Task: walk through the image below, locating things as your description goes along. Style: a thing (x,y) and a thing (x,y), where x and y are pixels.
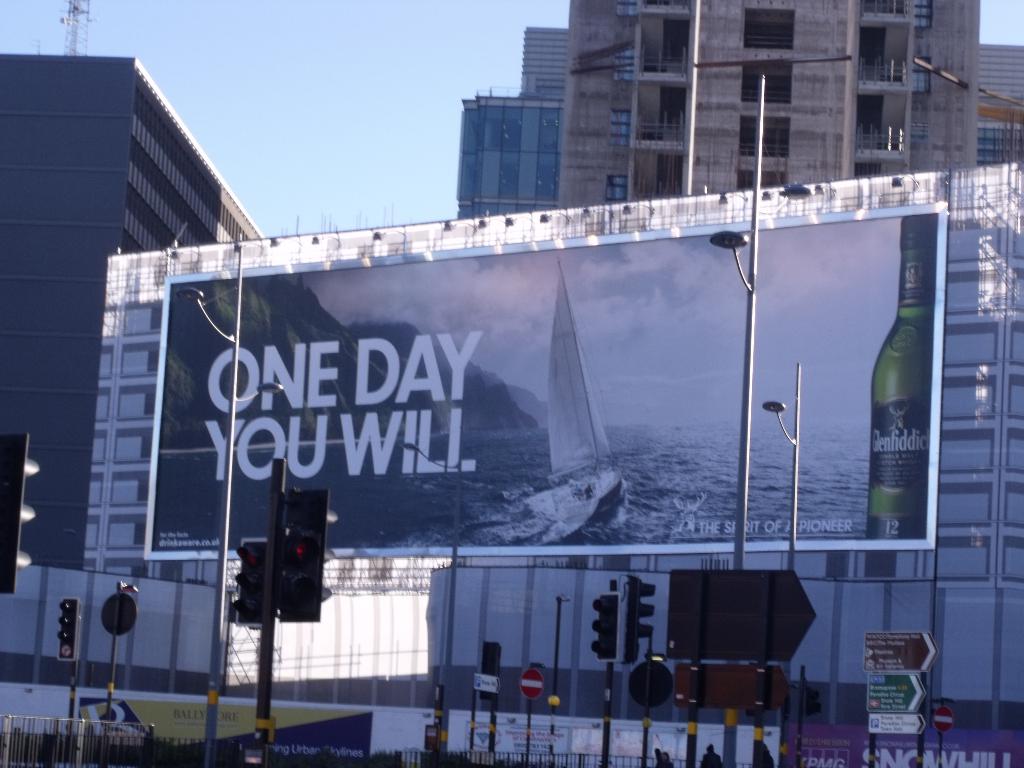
In this image I can see the board (774,428) and I can see few light poles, traffic signals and few boards (746,670) in multi color. In the background (576,193) I can see few building (157,129) and the sky (311,99) is in blue color.
